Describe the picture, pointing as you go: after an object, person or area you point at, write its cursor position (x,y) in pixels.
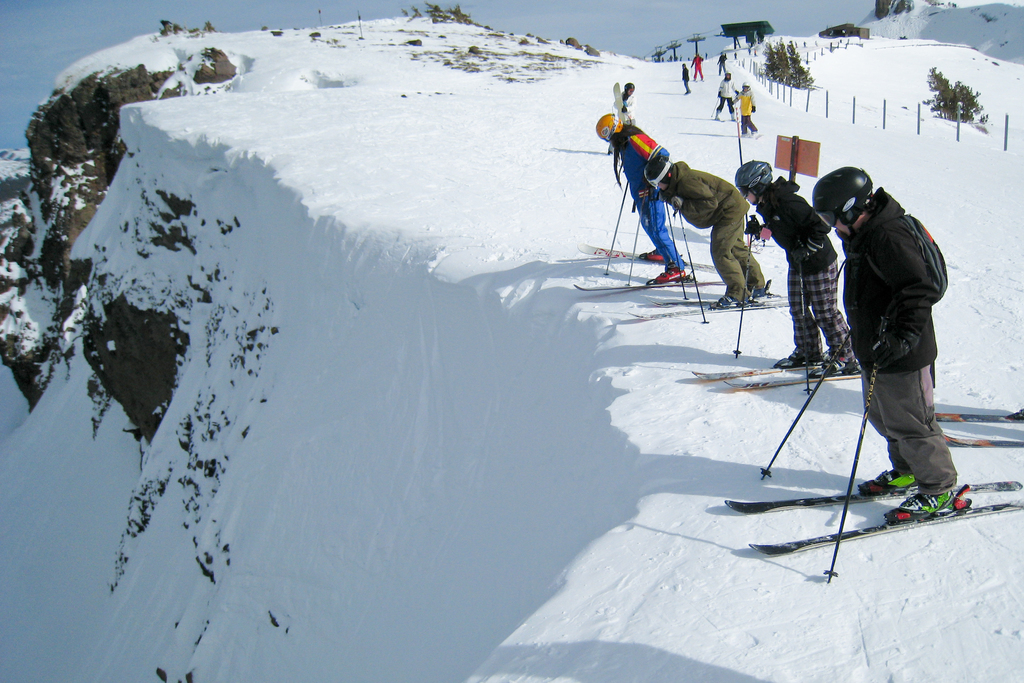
Here people (866,345) are riding the ski (845,378) in the white color snow (419,441).
